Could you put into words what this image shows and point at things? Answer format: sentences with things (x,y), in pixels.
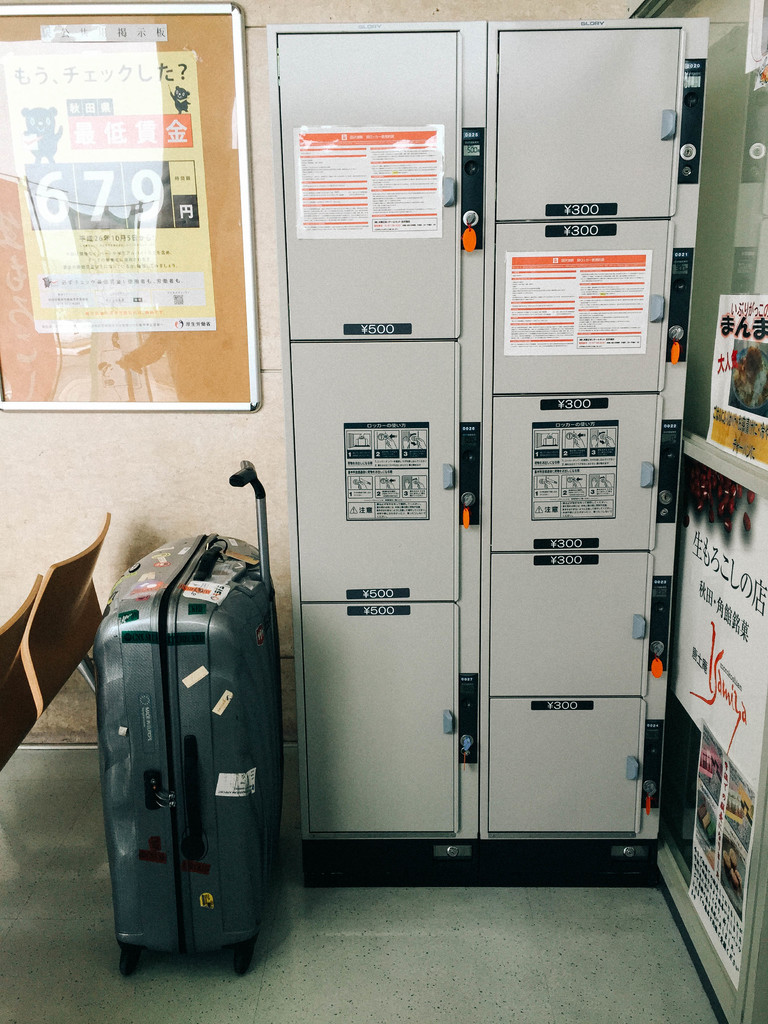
In this image, there are lockers (363,382) on the right side of the image (549,867). There is a suitcase (168,751) and chairs (77,589) on the left side of the image (24,632).
